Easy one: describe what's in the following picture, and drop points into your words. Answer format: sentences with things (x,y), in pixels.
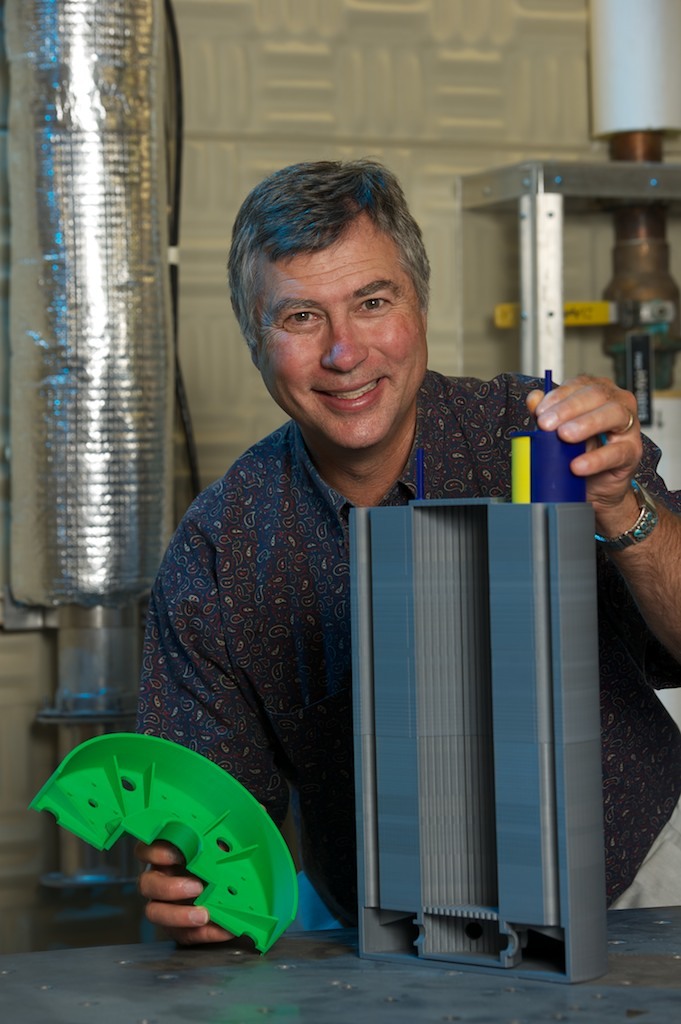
There is a man (466,393) holding objects (366,509) in his hands (609,496) and some other items (482,183) in the background (546,242).
